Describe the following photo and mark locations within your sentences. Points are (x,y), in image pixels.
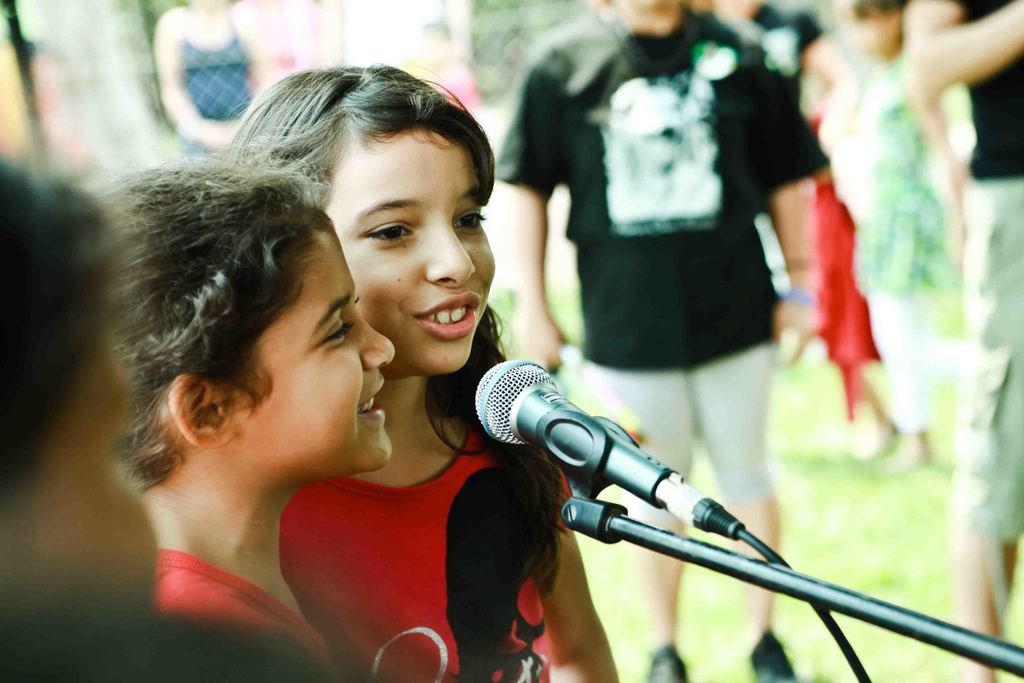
In this Image, we can see two girls (358,539) are in-front of a microphone (526,421). Here we can see a rod (783,574) and wire (762,544). Here there are few people (1012,470), grass (824,466), mesh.
